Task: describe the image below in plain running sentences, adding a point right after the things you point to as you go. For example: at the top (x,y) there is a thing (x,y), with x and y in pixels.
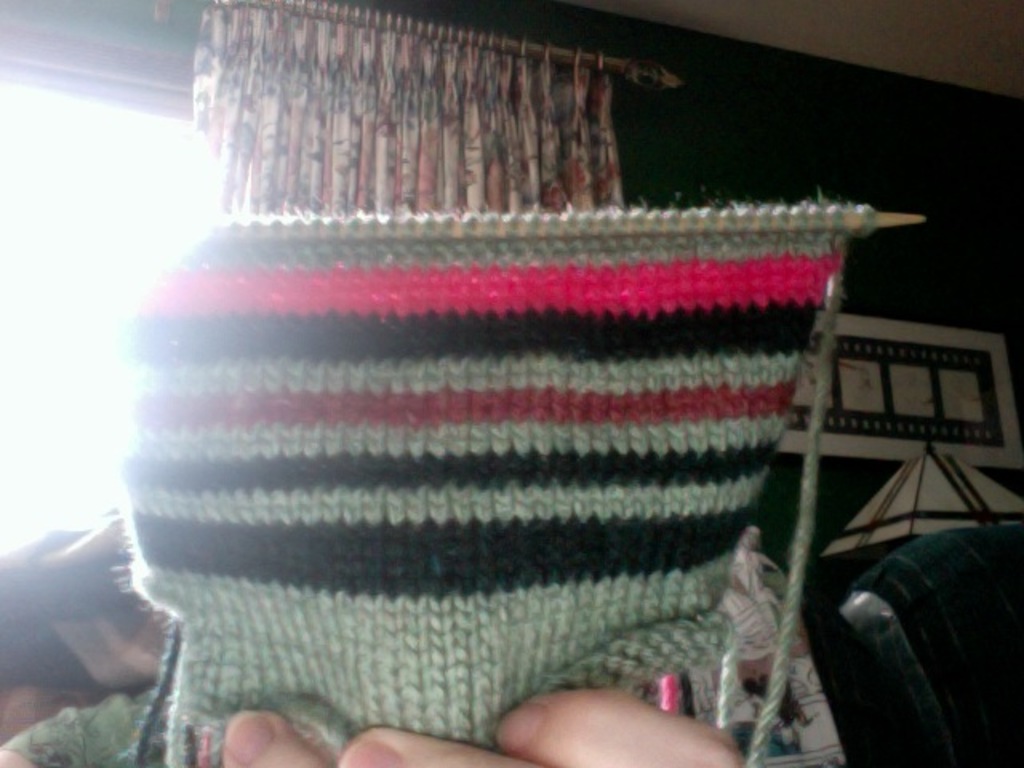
In this image we can see a person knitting wool (711,440). In the background (540,86) there are curtain (452,86) to the window (138,108), table lamp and a wall hanging (872,351) attached to the wall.
